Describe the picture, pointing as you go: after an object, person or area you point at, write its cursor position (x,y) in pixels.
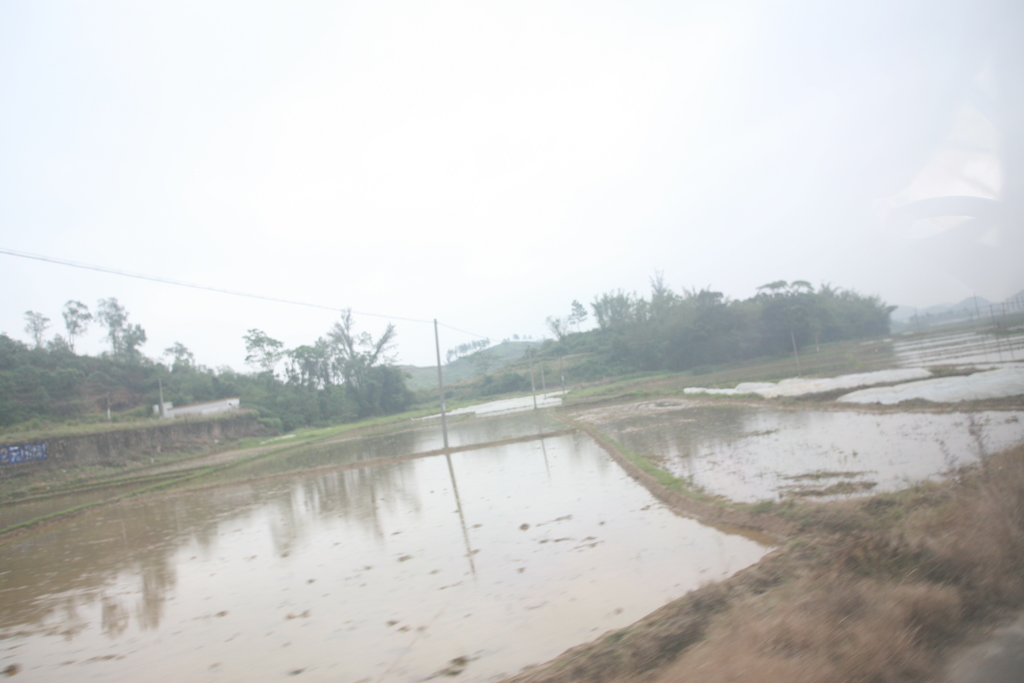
In this image there is water (507,509) on the mud (565,430), there are poles (533,378), trees (597,350), a house (235,400) and mountains (965,314) and there is grass (823,532).
